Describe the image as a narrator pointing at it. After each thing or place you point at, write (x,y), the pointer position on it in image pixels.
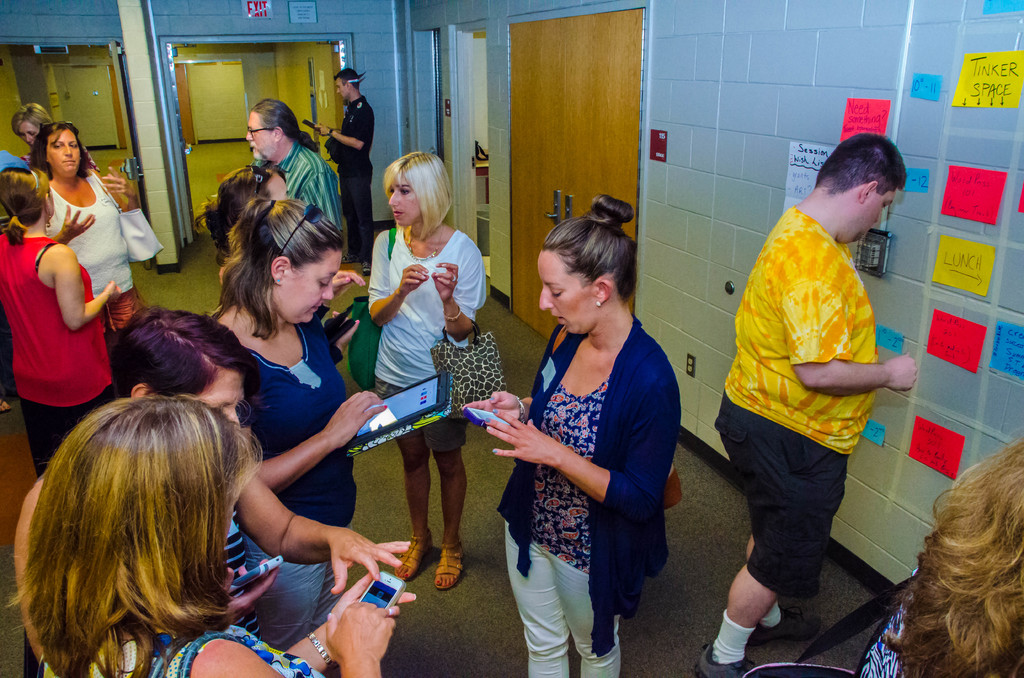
In this image we can see a group of people (440,477) standing on the floor (489,533). In that some are holding the mobile phones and the tab phones (426,380). We can also see a door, the sign boards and some papers (962,270) pasted on the wall (1020,247) which has some text (897,344) on them.
